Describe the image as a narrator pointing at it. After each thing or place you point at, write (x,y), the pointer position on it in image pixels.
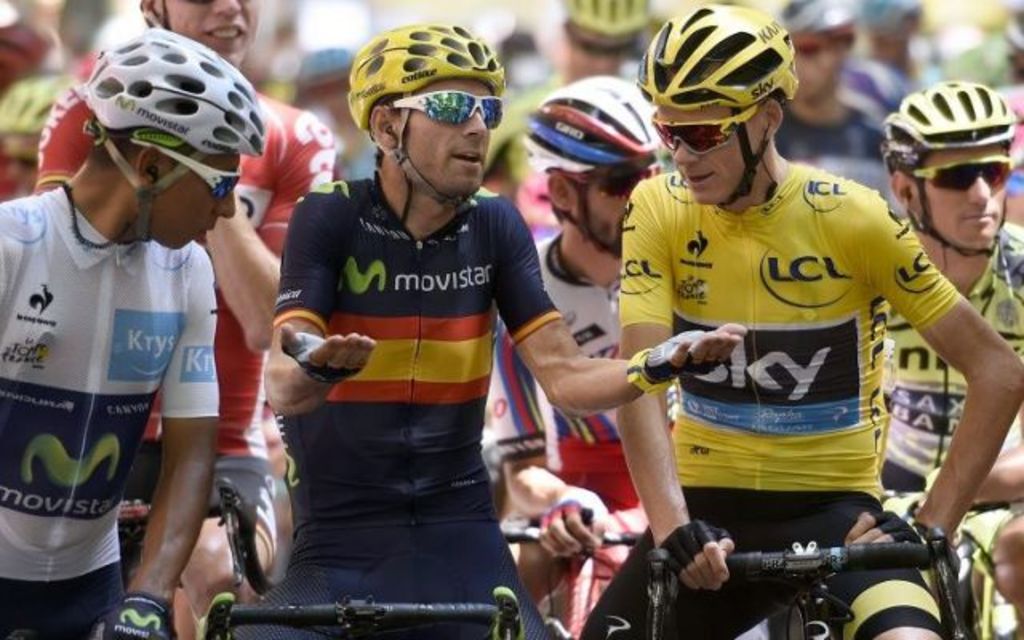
In this picture I can see few people (691,403) on the bicycles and they wore helmets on their heads (687,149) and few of them wore sunglasses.
